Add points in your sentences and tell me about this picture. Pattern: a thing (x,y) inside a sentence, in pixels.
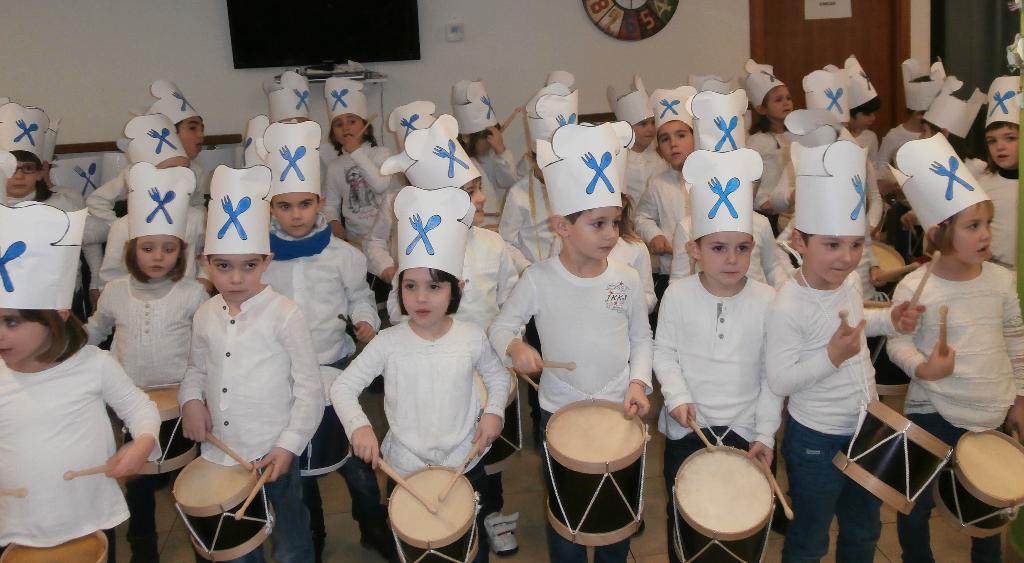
This picture describes a group of small boys and girls (708,336) are standing and playing the band (717,505). On the right side (823,241) we can see a boy (820,357) wearing white t-shirt (846,424) and blue jean (816,496) holding the band sticks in both the hand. Beside another boy (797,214) wearing white t-shirt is playing the band (721,493). In middle (446,327) a girl (453,399) wearing white top (455,396) and jeans (476,480) playing band (451,477). Behind we can see a white wall (209,45) on which black led television (379,35) and clock (627,32) is placed. Beside a wooden door (794,34) and curtain (976,65) is clearly seen.
